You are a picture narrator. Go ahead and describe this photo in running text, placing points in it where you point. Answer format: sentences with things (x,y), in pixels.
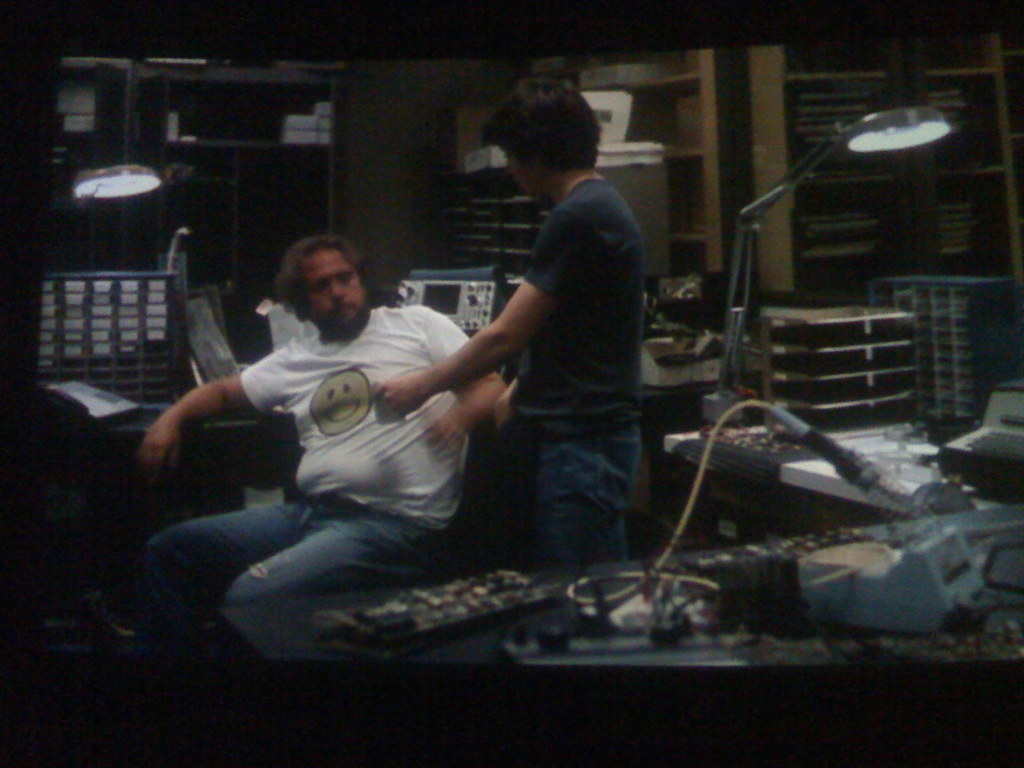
In this picture there is a woman (554,312) who is wearing t-shirt (623,371) and jeans (590,446), standing near to the man (372,470) who is wearing white t-shirt (392,464) and jeans (322,560). He is sitting on the chair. On the table (852,640) we can see mic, electronic equipment (664,573), box (930,578), papers (935,446) and other objects (1008,572). Here we can see a lamp (727,408). On the background (209,73) we can see shelf (677,121) and racks (105,126).
